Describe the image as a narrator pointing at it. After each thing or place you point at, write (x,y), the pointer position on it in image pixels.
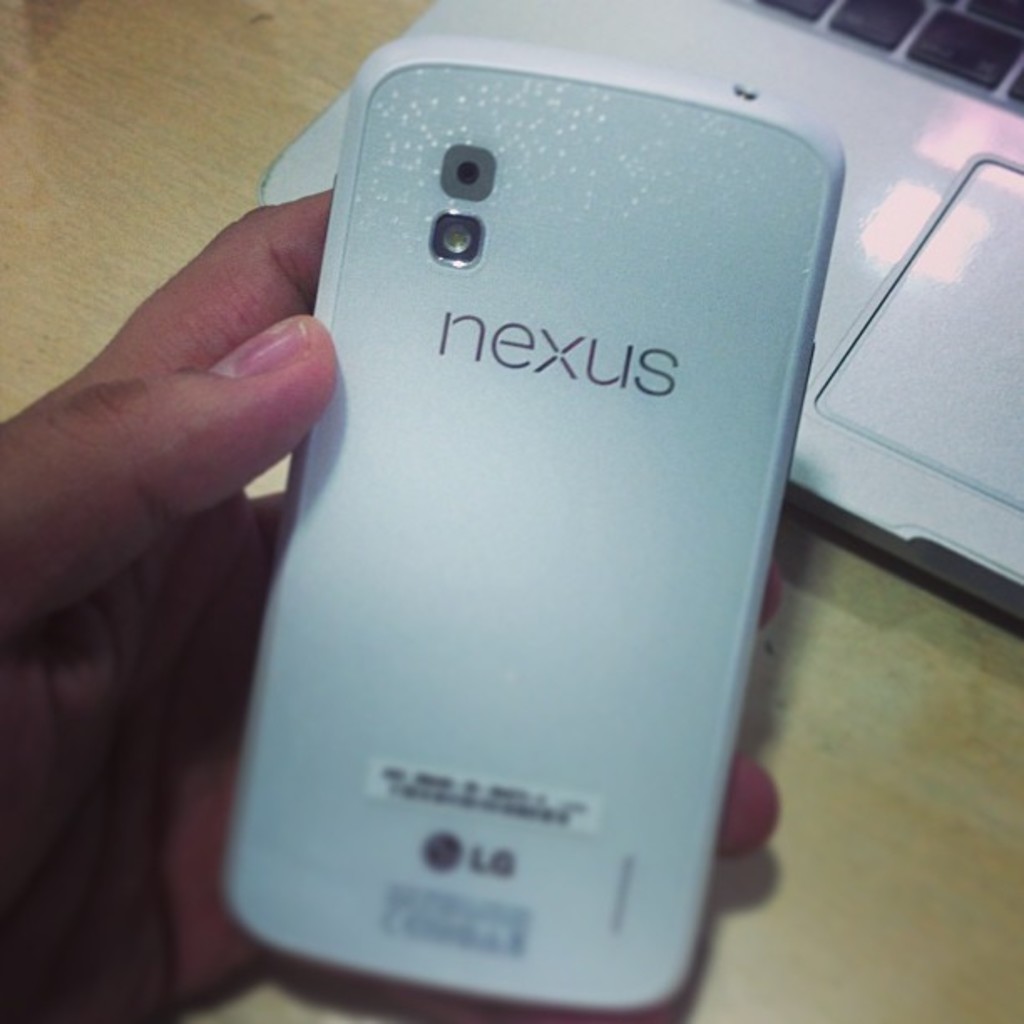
In this picture there is a cell phone (474,462) in the center of image (446,510) in a hand (175,412) and it seems to be a laptop (895,169) behind it.
